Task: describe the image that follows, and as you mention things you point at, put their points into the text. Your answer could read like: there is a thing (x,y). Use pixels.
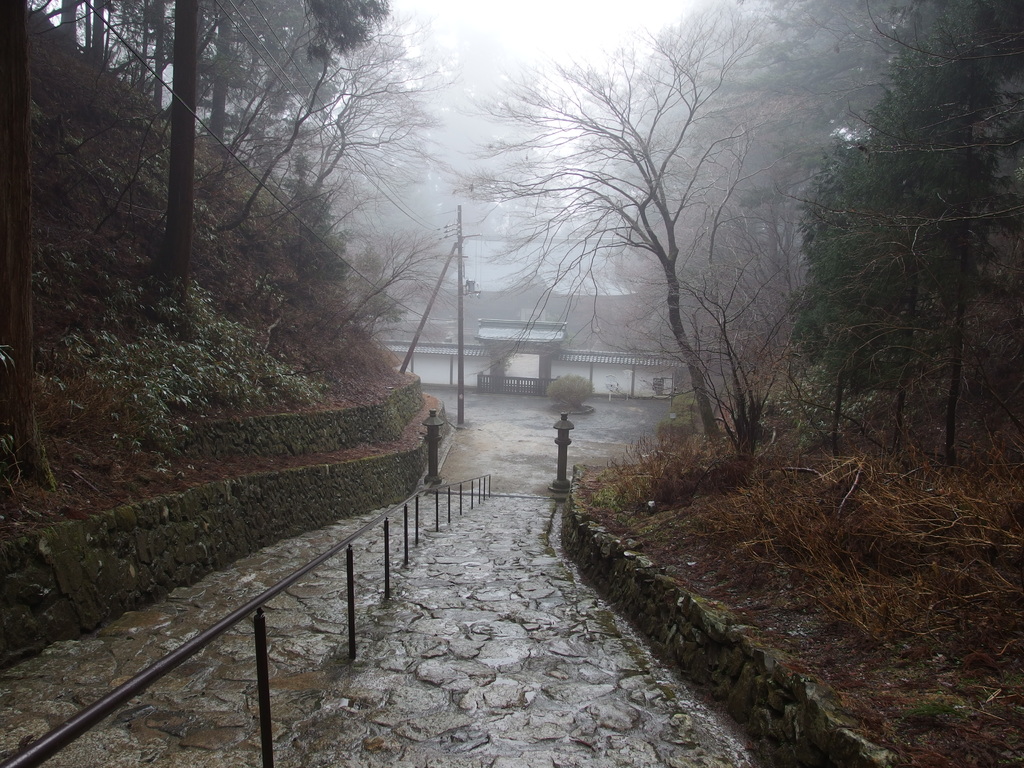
In this image there is a path (460,590), on either side of the path (506,487) there are trees (752,370), in the background (568,373) there is a house (438,365).
